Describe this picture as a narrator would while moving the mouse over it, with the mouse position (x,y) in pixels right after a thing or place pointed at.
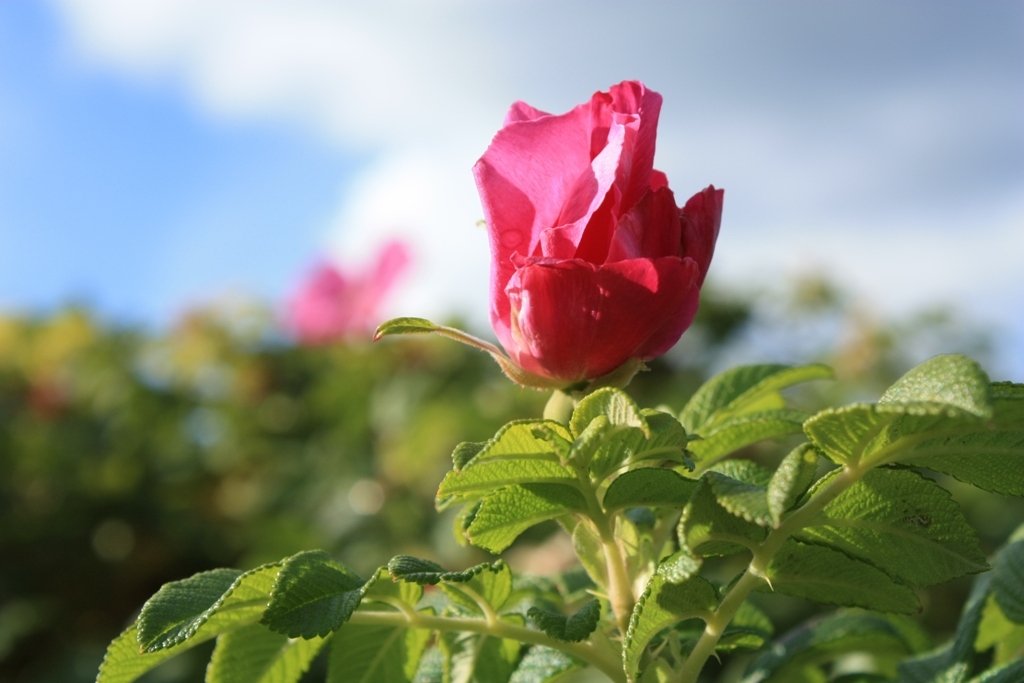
To the right side of the image (991,475) to the bottom (316,549) there is a rose plant (578,440) with leaves (969,439) and rose (527,294) on it. Behind the plant (560,315) there is a green color blur background (425,420). To the top of the image (680,59) there is a sky (734,114) with clouds (858,182).
